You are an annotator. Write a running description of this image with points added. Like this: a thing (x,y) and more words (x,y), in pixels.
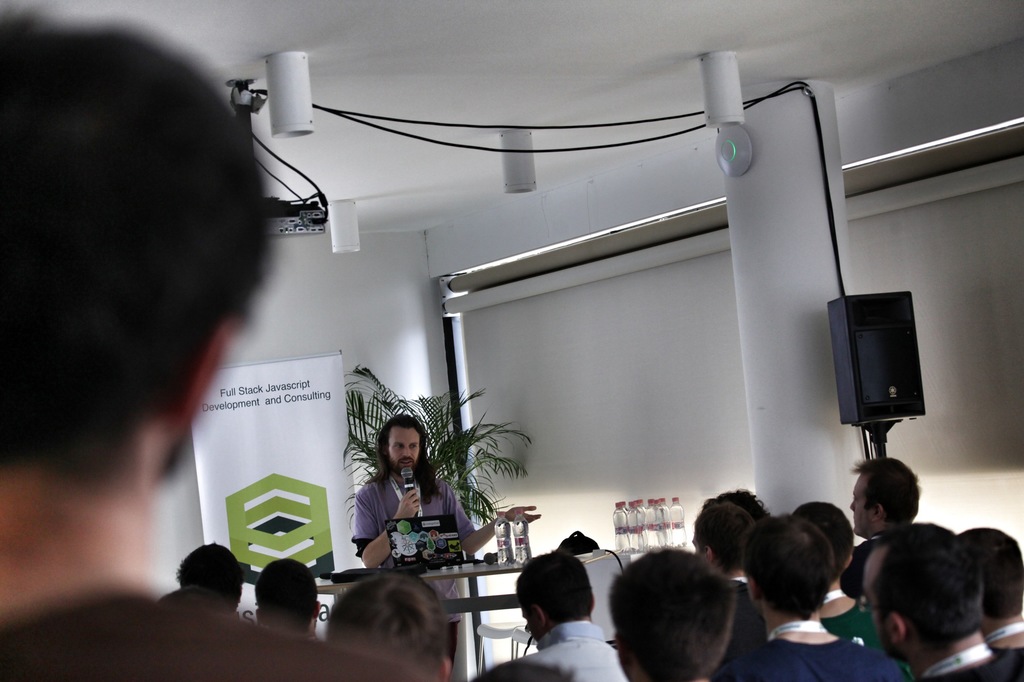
In the image I can see some people (707,588) who are sitting in front of the person (464,530) who is standing in front of the desk (489,572) on which there are some bottles (625,547) and behind there is a poster (342,557).
